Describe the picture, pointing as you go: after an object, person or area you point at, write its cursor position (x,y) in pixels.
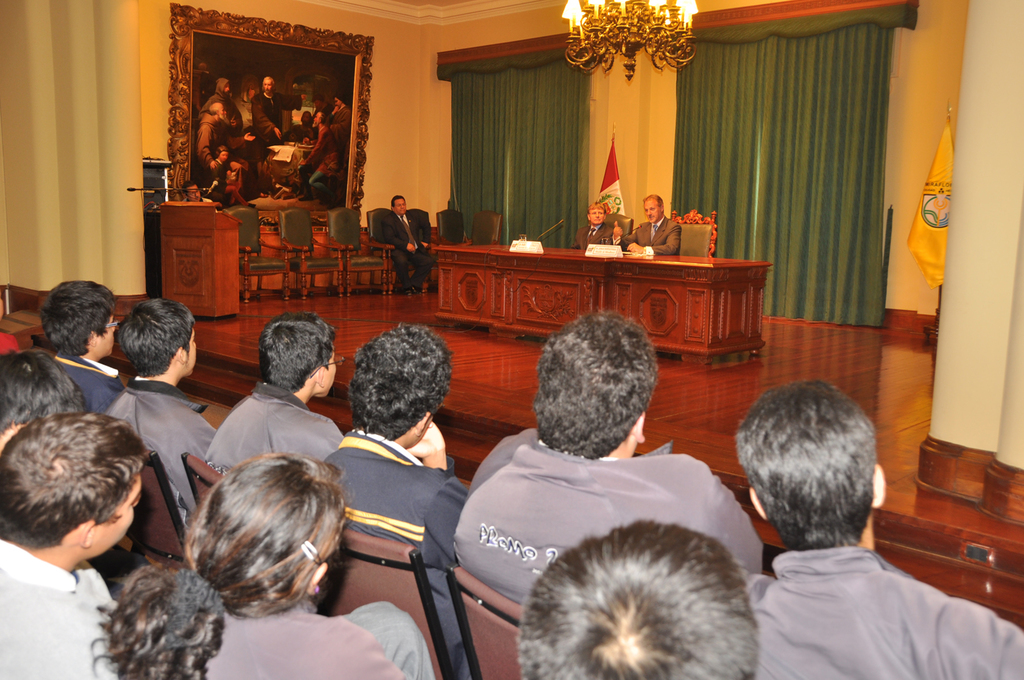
In this picture we can see two persons (596,214) sitting on chair (620,221) and in front of them we have table (577,306) and back of them there is a flag (604,190) and here on left side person (394,222) is sitting and here is the podium (215,227) and we have wall (429,155) a big frame (319,121) on it, curtains (550,100), light (599,27) and below this stage (324,304) we have a group of people (284,649) looking at them.
